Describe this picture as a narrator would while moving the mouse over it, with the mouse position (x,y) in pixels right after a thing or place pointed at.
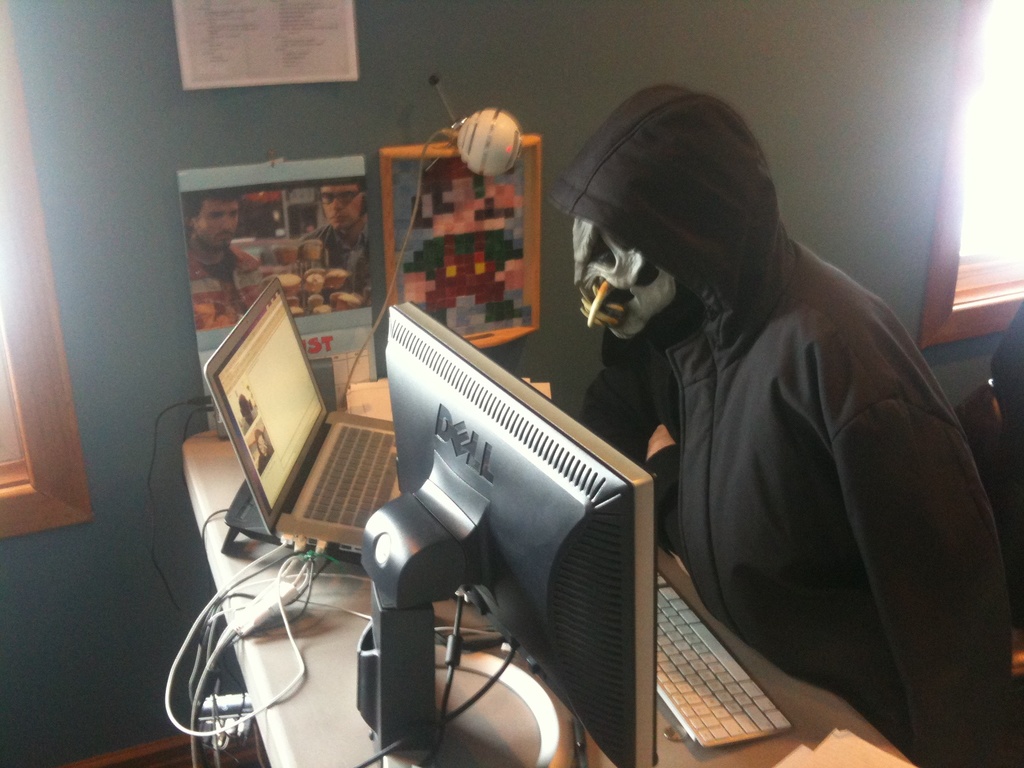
In this image I can see a person (933,477) wearing mask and sitting in-front of table (481,692) on which we can see a computer (404,591), laptop (379,504) and cables (257,560), there are some photo frames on the wall (819,206) and also we can see the windows (27,394).
